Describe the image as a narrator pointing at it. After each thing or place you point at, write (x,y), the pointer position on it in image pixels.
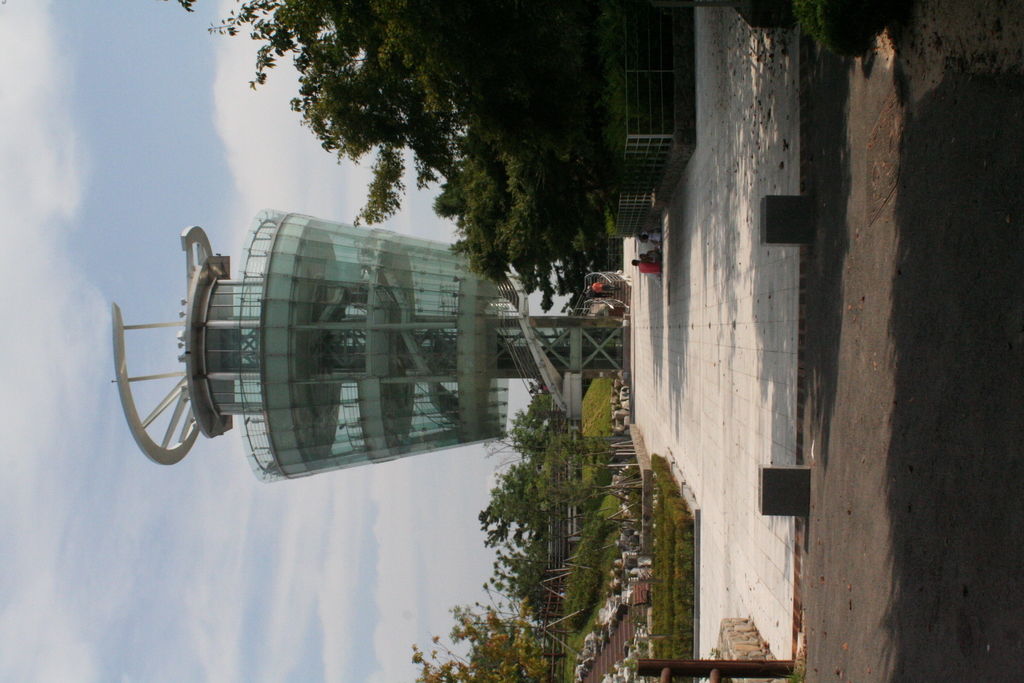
In the center of the image (527,334) there is a concrete structure (397,335) with glass (280,301). To both sides of the image there are trees (539,519), plants (588,512), grass (605,399). At the bottom of the image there is pavement (720,234). There is road (870,301). There are people (659,246) sitting. There is railing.
